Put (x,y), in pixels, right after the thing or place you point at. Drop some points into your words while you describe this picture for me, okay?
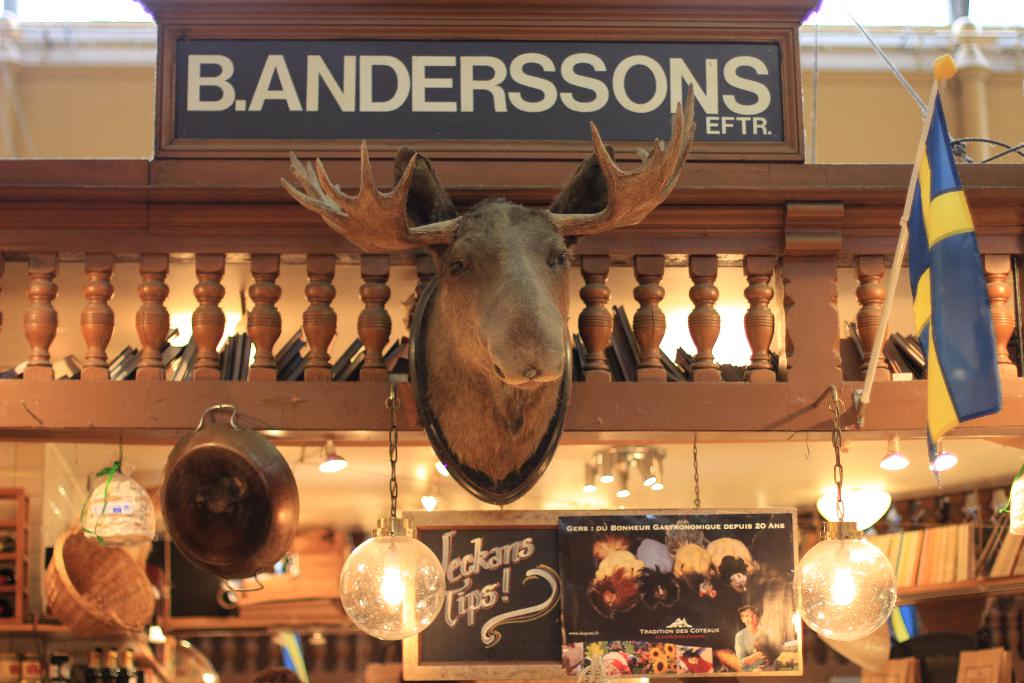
In the picture I can see animal stuffed face (492,363) is hanged to the wall (639,403), we can see ceiling lights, a board (644,588), few objects (291,536) and a board (729,640) on which we can see some text (715,100) is written.
